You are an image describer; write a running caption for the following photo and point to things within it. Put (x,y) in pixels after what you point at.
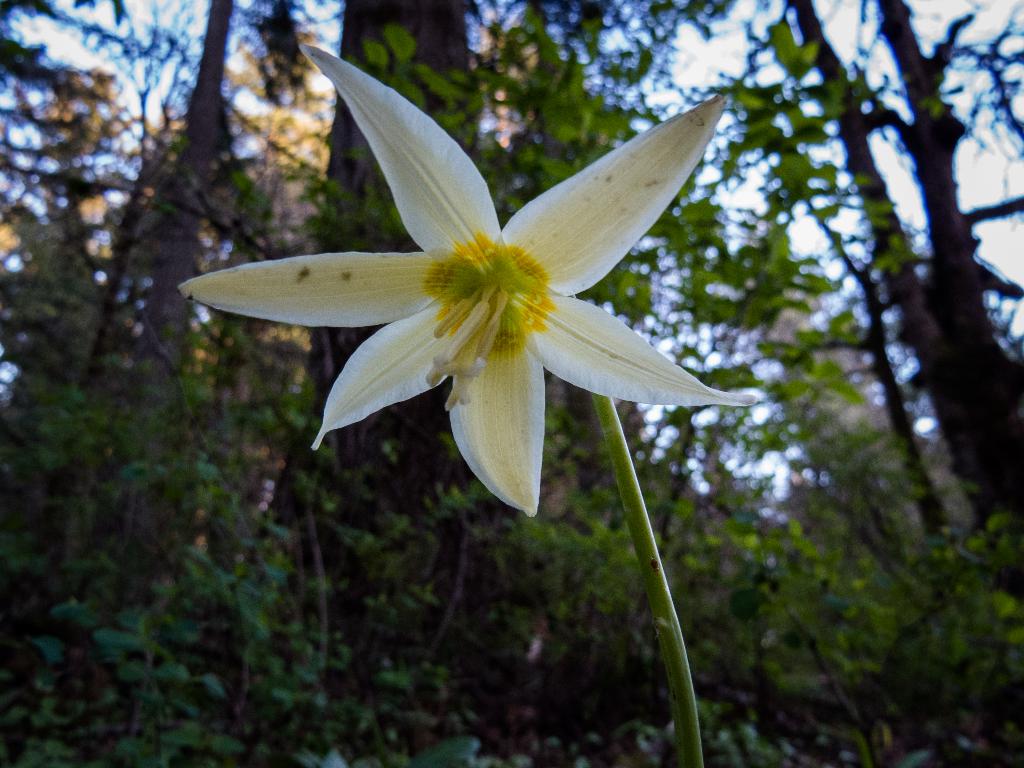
In the center of the image (460,356) we can see one flower (622,346), which is in white and yellow color. In the background (574,111), we can see the sky (1007,185), trees (941,425) and a few other objects (549,484).
